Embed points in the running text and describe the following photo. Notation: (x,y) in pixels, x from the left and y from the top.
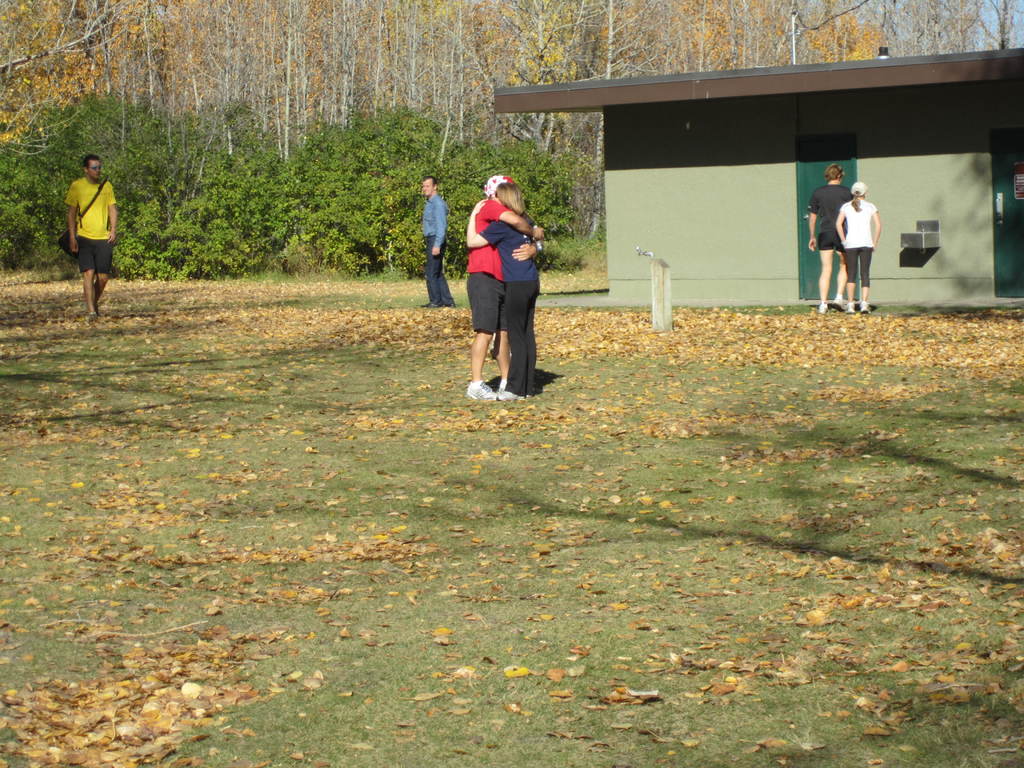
There is a person (492,250) in red color t-shirt (494,206) and a person (487,231) in navy blue t-shirt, standing and hugging with each other on the grass (497,378) on the ground (557,436). In the background (94,202), there are a person (81,197) in yellow color t-shirt (75,196), walking on the grass (360,296) on the ground (174,331), there is a person (425,216) in shirt (425,228), standing, there are two persons (870,208) walking near a building (736,133), there are plants (442,185), trees (156,116) and sky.
